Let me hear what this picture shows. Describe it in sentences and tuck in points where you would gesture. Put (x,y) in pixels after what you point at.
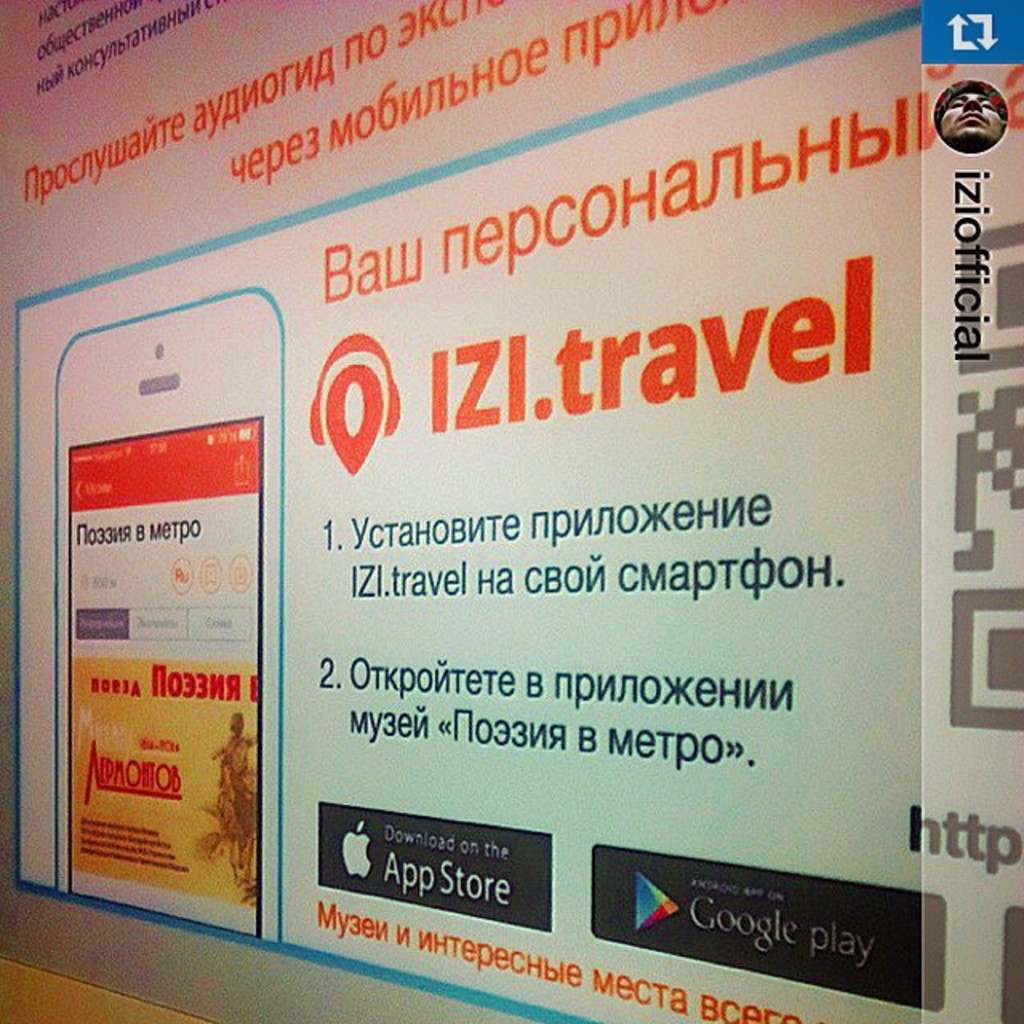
In this image we can see an advertisement (602,478).
